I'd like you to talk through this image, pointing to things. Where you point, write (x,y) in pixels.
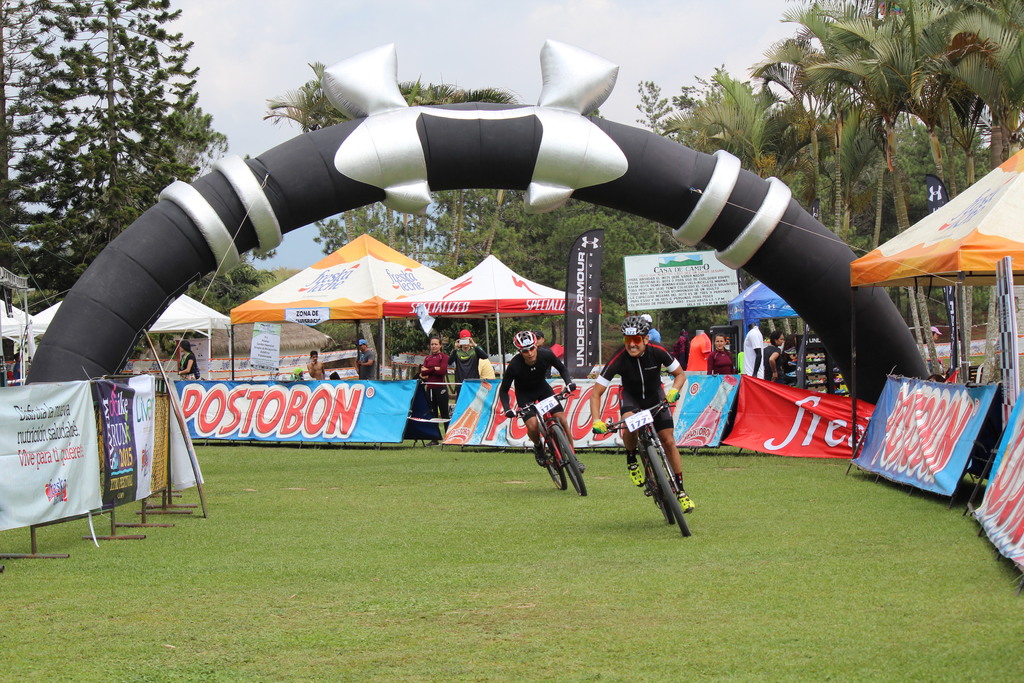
In the middle of the image (664,364) few persons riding bicycles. Behind them there is fencing (979,495) and banners (65,427). Top of the image (983,198) there are some tents (949,237) and few people (713,364) are standing and watching. Behind the tents (1017,226) there are some trees (1,106). Top of the image (203,54) there are some clouds (208,74) and sky (227,135). Bottom of the image (519,483) there is grass (125,666).
